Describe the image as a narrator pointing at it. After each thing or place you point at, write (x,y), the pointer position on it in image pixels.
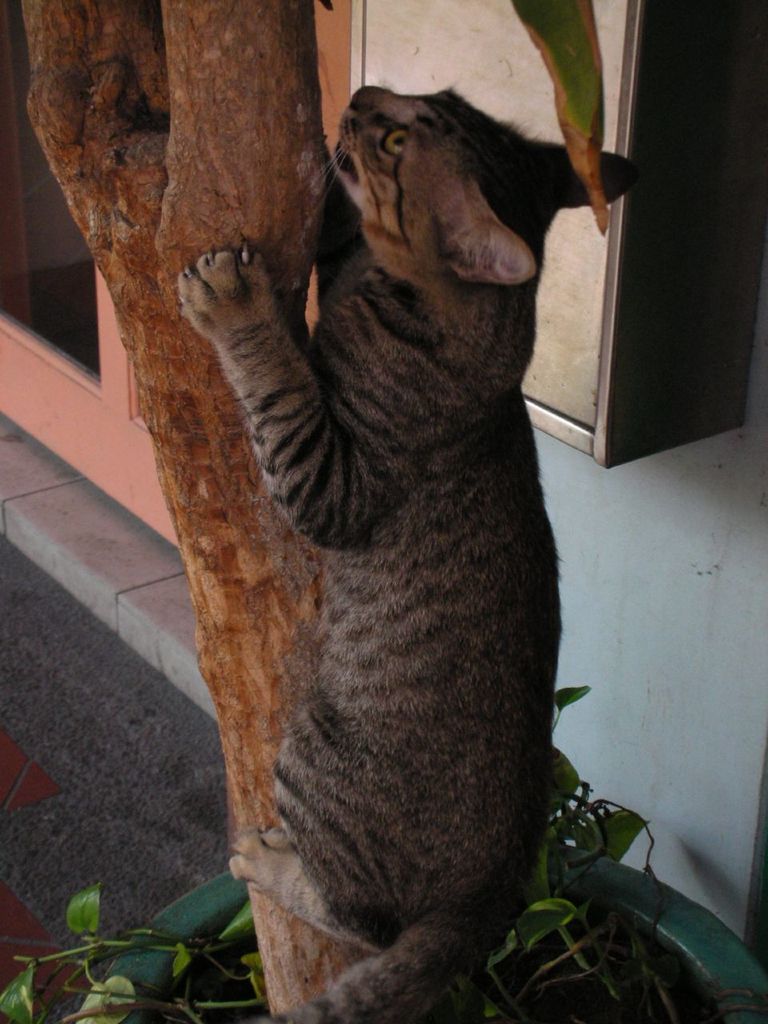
In this image we can see a cat (544,671) climbing a tree (318,985). Here we can see a plant (149,1002) and a carpet (152,764) on the floor (128,728). In the background (707,499) we can see wall (637,591), glass (15,303), and a box (631,228).
